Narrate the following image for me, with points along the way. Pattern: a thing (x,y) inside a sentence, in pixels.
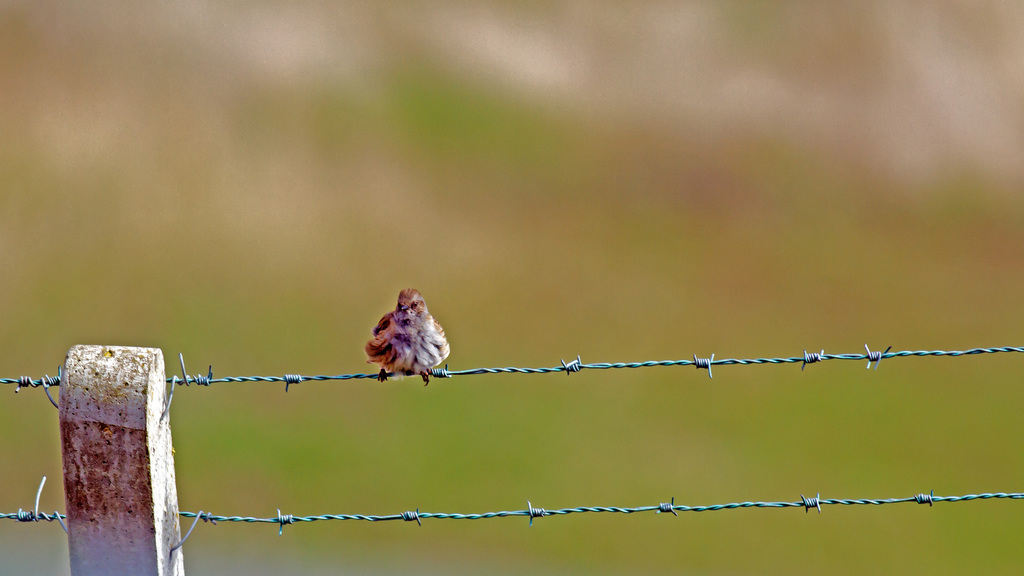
In this image there is a bird (429,367) on the fencing (168,541). The background of the image (996,449) is blur.
